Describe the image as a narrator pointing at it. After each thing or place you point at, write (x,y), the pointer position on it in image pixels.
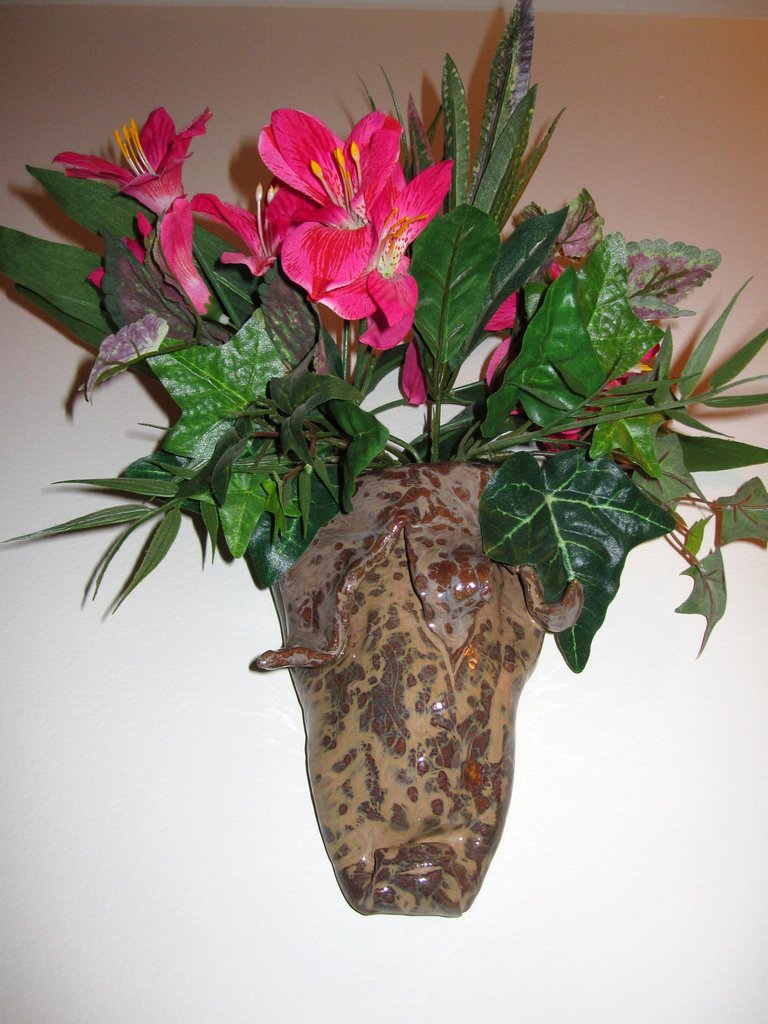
In this picture we can see some flowers (384,219) to the potted plant (388,185).
